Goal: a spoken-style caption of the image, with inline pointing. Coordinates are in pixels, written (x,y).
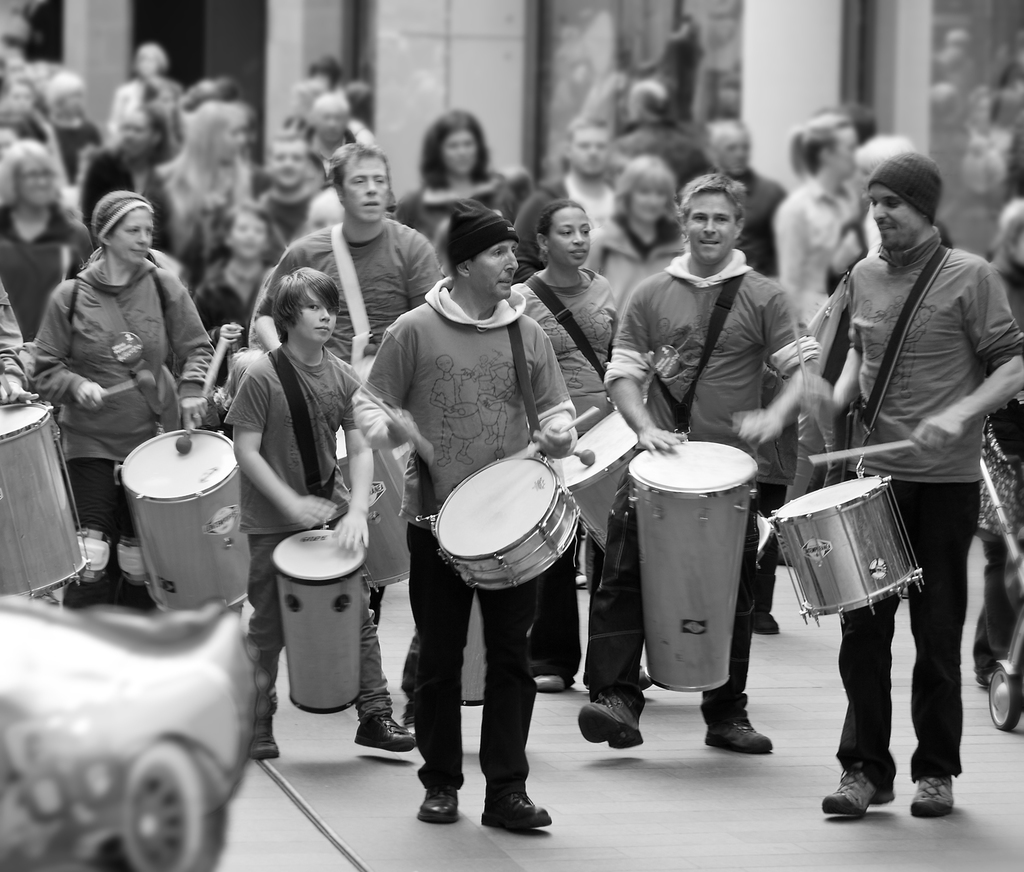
In this picture we can see group of people (388,281), they are walking on the road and playing some musical instruments (790,562).
